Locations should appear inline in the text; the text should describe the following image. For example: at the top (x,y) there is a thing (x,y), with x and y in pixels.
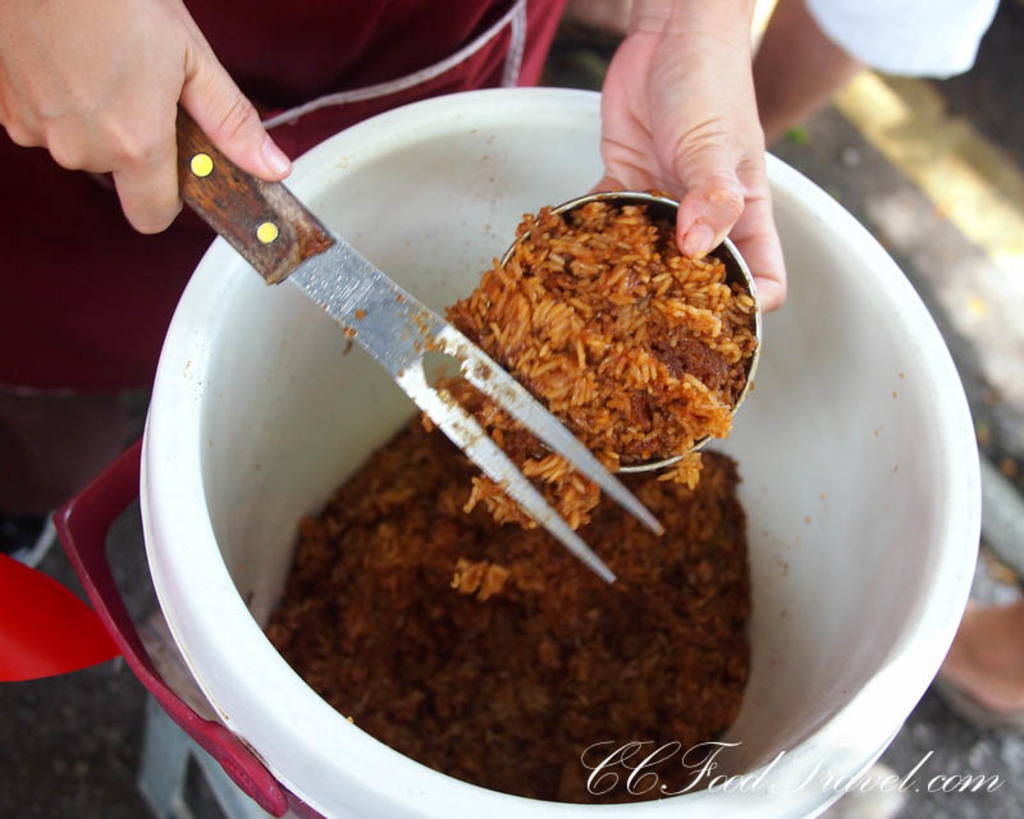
In this image we can see a person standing on the ground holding a bowl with some food (622,413) and a tool (354,341) in his hands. We can also see a container (536,654) beside him with some food (574,680) in it. On the bottom of the image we can see some text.
